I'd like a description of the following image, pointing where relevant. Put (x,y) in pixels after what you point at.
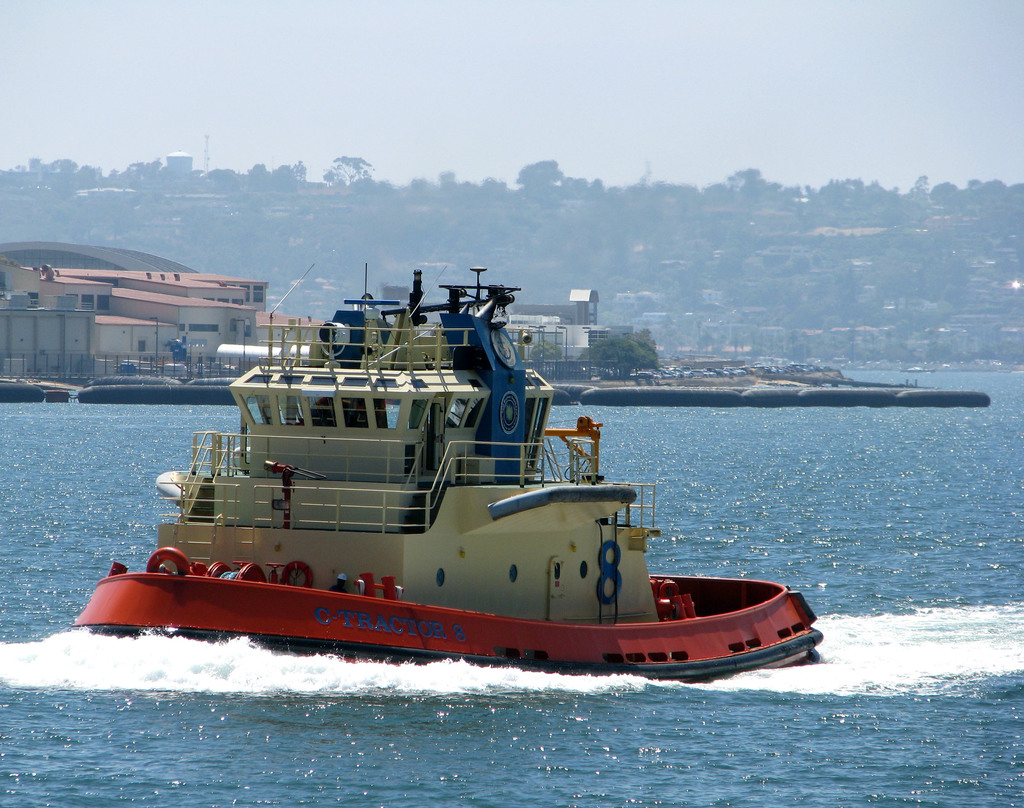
In this image there is a ship (390,551) on the sea (954,411), in the background (528,299) there are houses (547,330), mountain (536,238), trees (747,229) and the sky (514,96).
